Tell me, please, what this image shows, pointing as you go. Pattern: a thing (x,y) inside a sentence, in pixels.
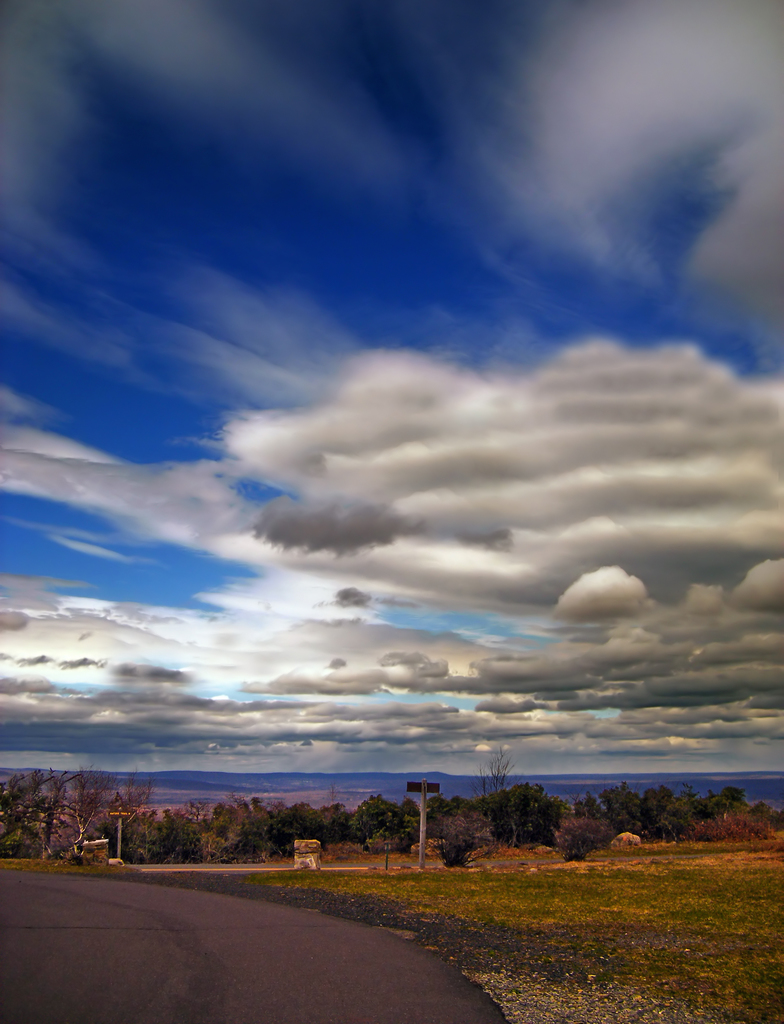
In this picture we can see a road (217,906) and poles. Behind the poles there are trees (520,846) and a cloudy sky (525,582).
